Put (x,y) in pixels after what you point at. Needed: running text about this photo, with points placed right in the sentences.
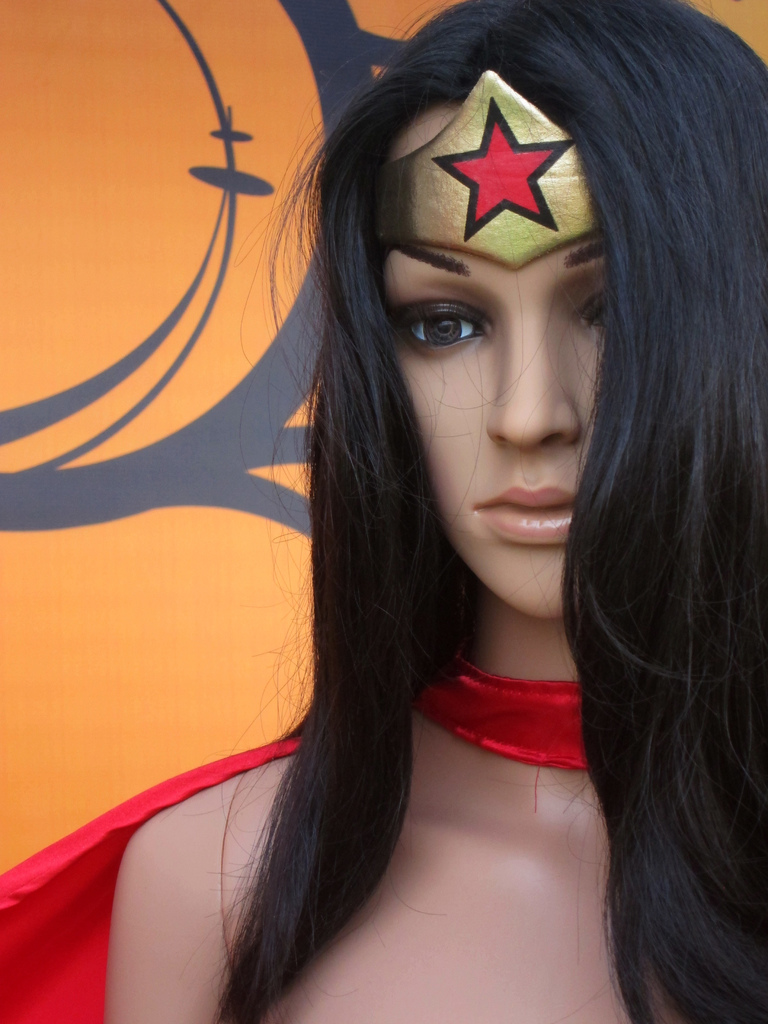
In this picture, we can see a lady toy (400,627) in a costume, we can see the background (118,470) with some art (208,408).
